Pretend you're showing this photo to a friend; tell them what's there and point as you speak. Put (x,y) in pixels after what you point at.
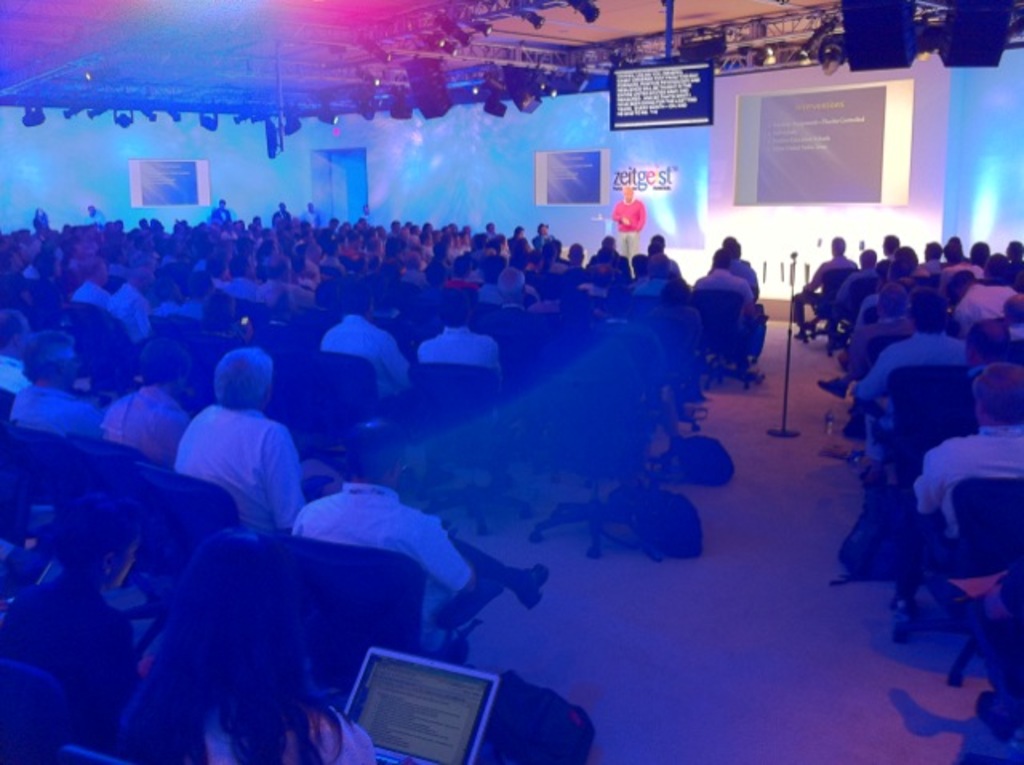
In this image in the middle (627,264), there is a man (644,224), he wears a red t shirt (633,232), trouser (624,238). In the middle (609,256) there are many people (469,263), they are sitting. At the bottom (259,609) there is a woman (343,717), she is holding a laptop (376,724), she's sitting. In the background (666,115) there are some people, lights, posters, tv (689,76), screen (850,147), text (820,149).
